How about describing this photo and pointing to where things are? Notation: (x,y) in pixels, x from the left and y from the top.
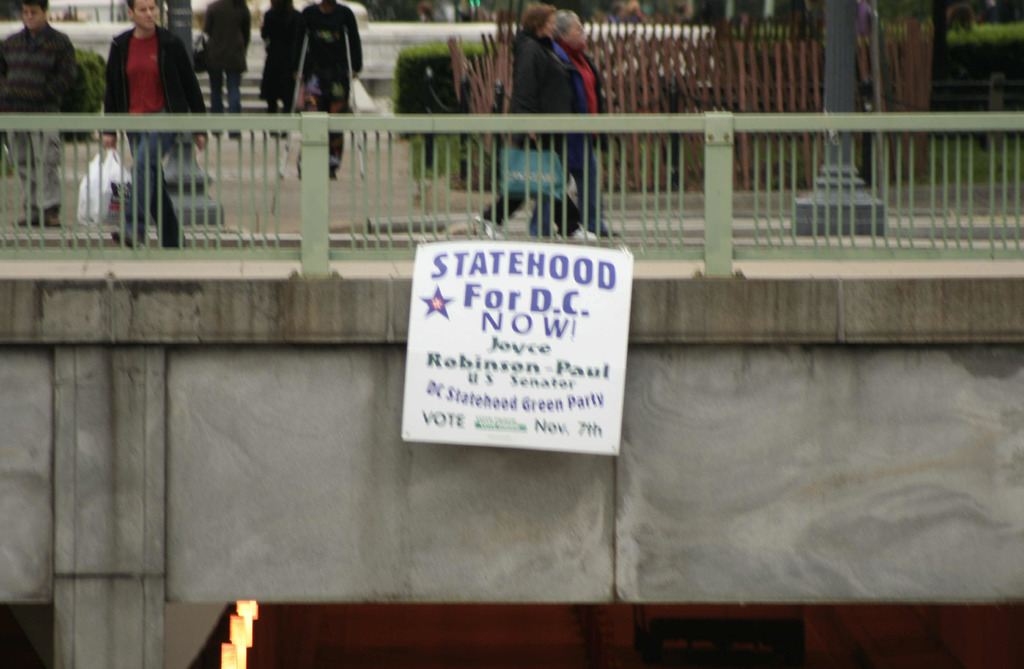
This image is taken outdoors. At the bottom of the image (239,532) there is a wall (503,464). There is a pillar (93,502). In the middle of the image (540,290) there is a board (513,314) with a text (508,325) on it. There is a railing (315,175) and a few people (149,65) are walking on the road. There are a few plants (420,66). There is a wooden fence (792,59). There are few stairs (249,79) and there is a ground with grass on it.
